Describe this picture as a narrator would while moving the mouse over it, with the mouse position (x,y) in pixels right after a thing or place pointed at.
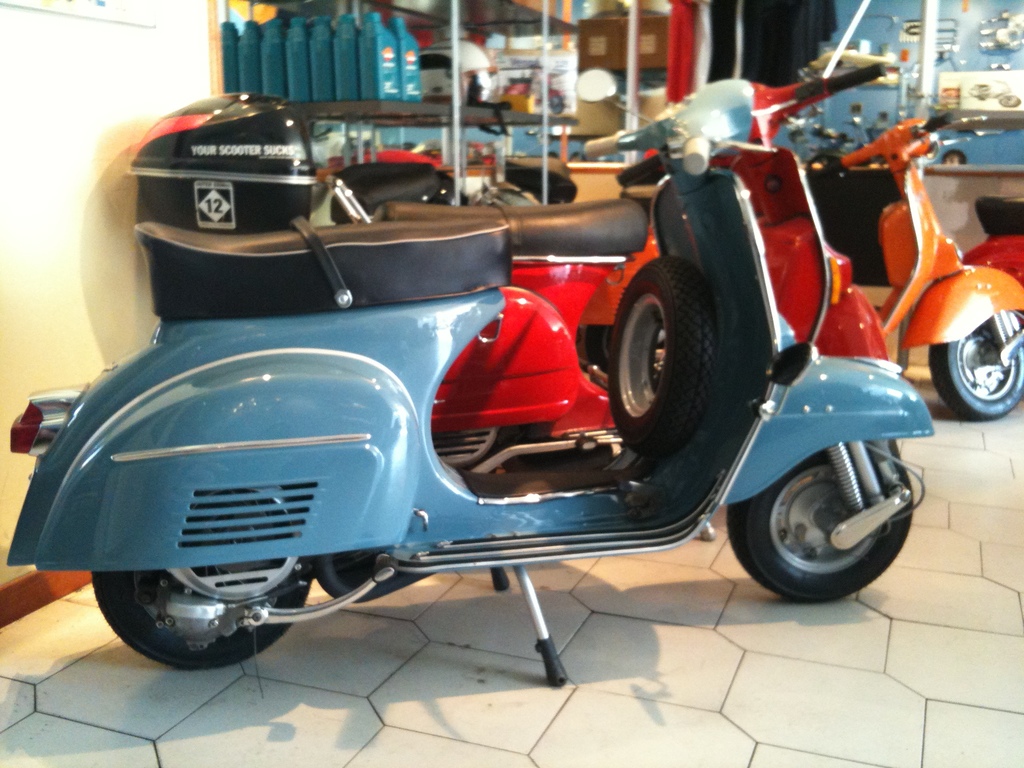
The picture consists of vehicles (718,285). The picture may be taken in a showroom (423,128). At the top (441,41) there are shelves (455,56), bottles (406,95), helmet (436,67), tools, jackets (679,77) and many other objects (550,7). In the background (975,186) towards right (979,191) there is a table (964,198). At the bottom (500,705) it is floor (671,687).
